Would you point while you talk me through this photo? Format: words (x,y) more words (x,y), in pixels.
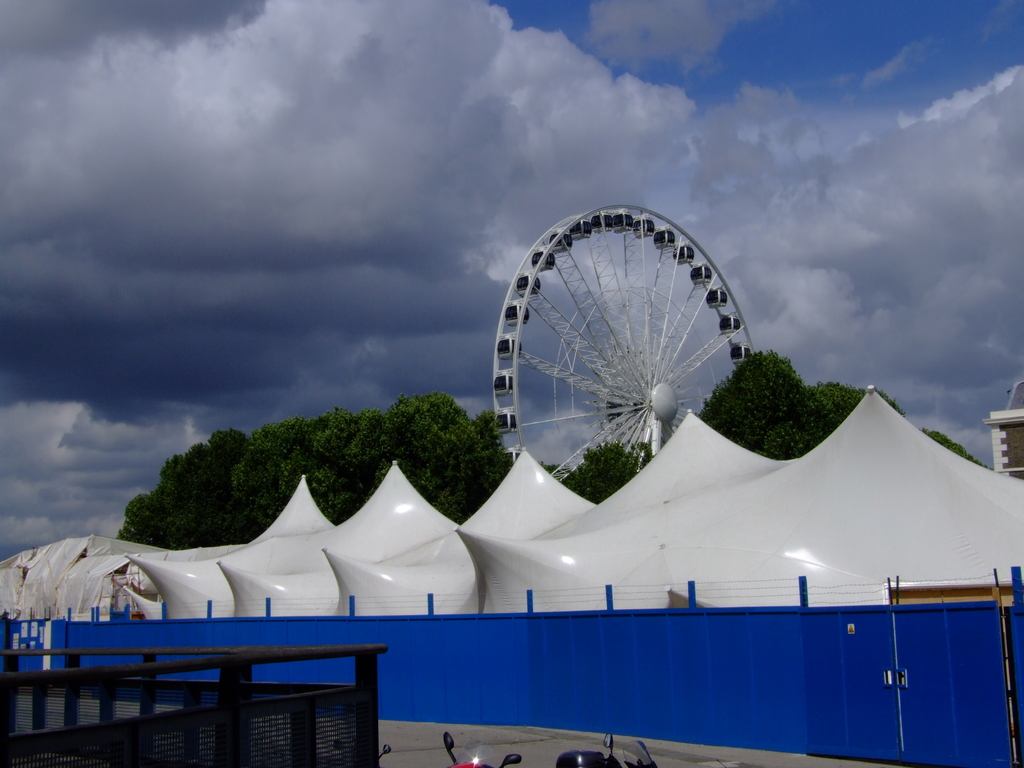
This picture is clicked outside. In the foreground (508,754) we can see the bikes (506,758) parked on the ground (541,750). On the left (168,734) we can see the metal rods (230,734) and the mesh (289,724). In the center (660,503) we can see the fence (588,619) and some white color objects (277,555). In the background (824,53) we can see the sky (825,60) which is full of clouds (310,380) and we can see the trees (712,409) and a Ferris wheel (573,354). In the right corner (1000,426) we can see the building (1000,466).
